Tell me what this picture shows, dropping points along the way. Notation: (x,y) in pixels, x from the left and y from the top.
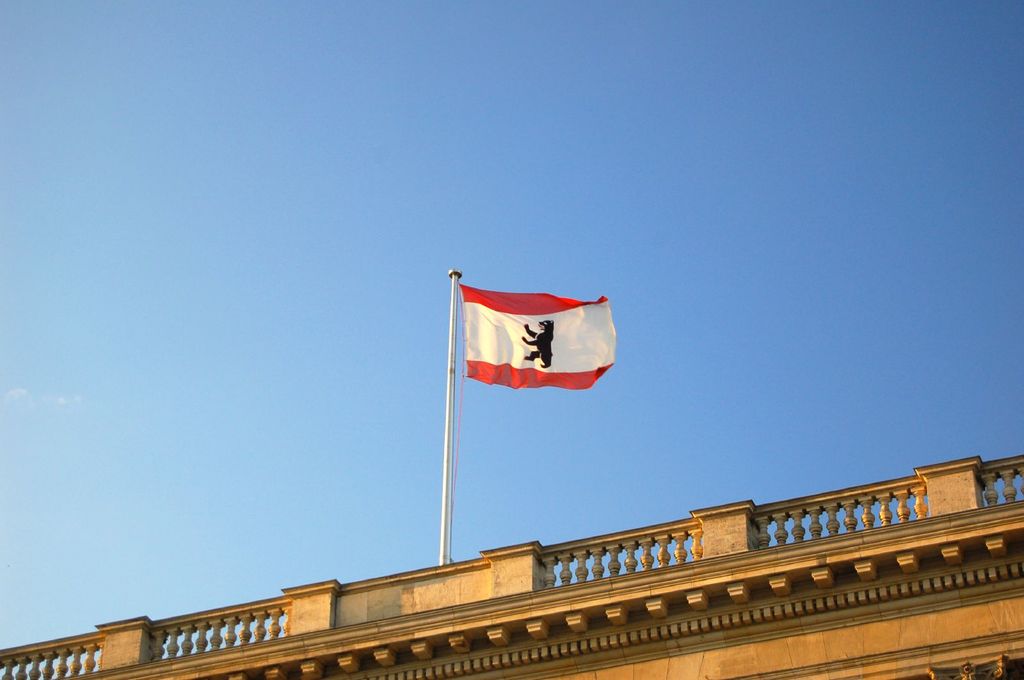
This picture might be taken from outside of the building (893,646) and it is sunny. In this image, in the middle (499,325), we can see a flag (503,322). In the background (629,142), we can see a sky (714,266), at the bottom (659,638), we can see a building (392,626) and stone railings (224,649).
